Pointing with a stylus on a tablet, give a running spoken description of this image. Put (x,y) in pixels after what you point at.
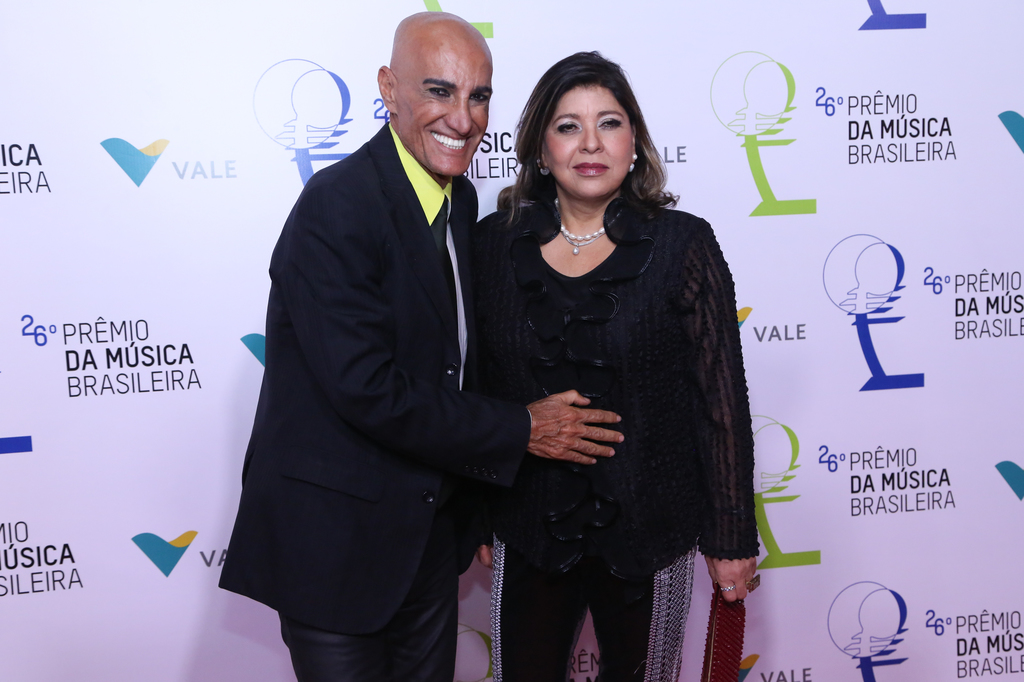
In this image there is a couple (501,380) in the middle (467,387). There is a man (380,312) on the left side (313,364) who is keeping his hand (548,436) on the woman (576,370) who is beside him. In the background (260,236) there is a banner (161,256). The woman (645,452) is holding the purse (725,652).
